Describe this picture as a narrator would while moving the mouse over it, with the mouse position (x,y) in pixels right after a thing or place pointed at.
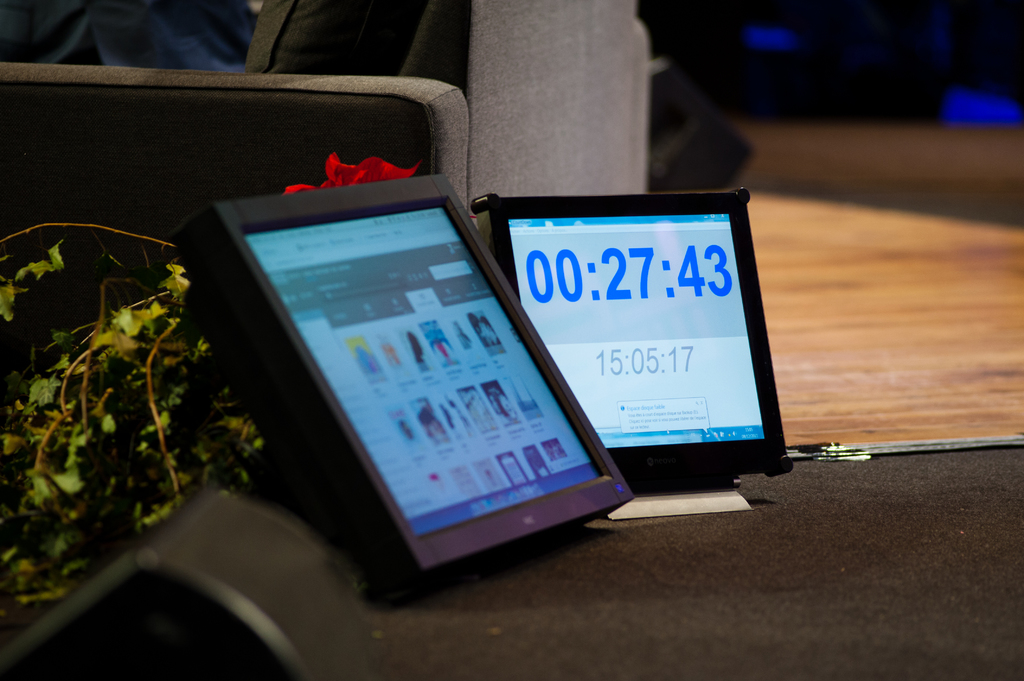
In this image we can see two display screens (493,420) with some pictures (449,399) and numbers (566,297) on it and a speaker (330,661) placed on the floor (651,608). On the backside (164,488) we can see a plant (197,451) and a sofa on the floor (811,304).
